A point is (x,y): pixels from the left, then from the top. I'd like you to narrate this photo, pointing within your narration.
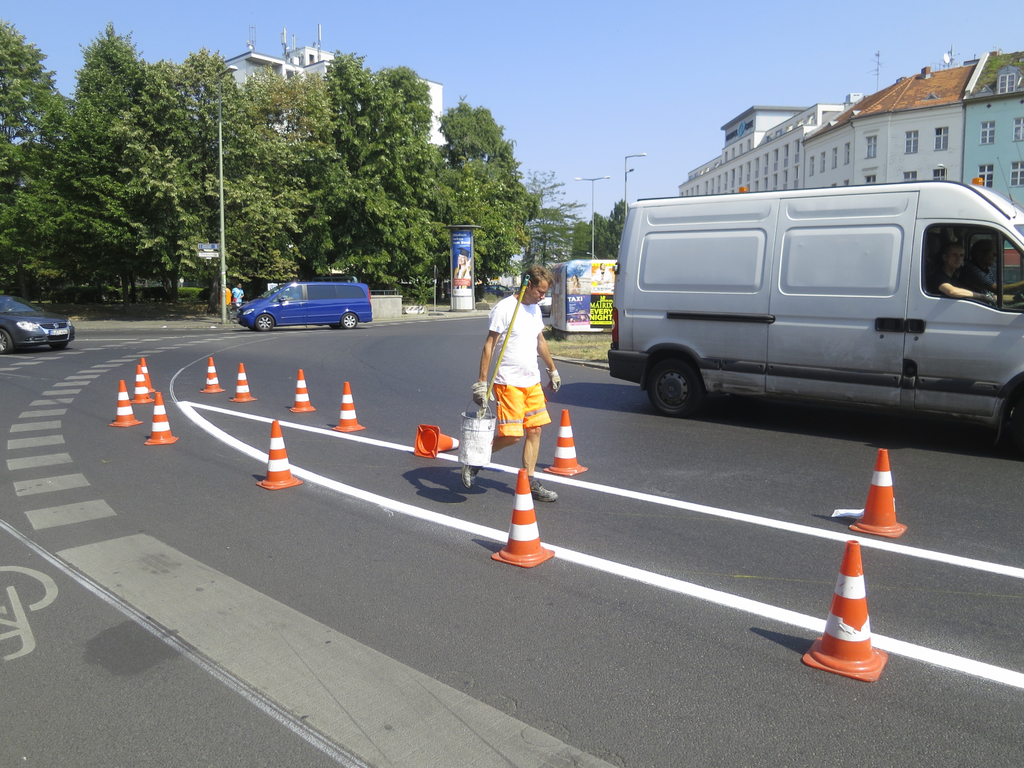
In this picture we can see a man (532,381) in the white t shirt (530,364) is walking on the road (582,484) and on the road (325,414) there are cone barriers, some vehicles (669,404) parked on the road (661,453). On the right side of the vehicles (704,287) there are poles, buildings (791,160) and a sky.
